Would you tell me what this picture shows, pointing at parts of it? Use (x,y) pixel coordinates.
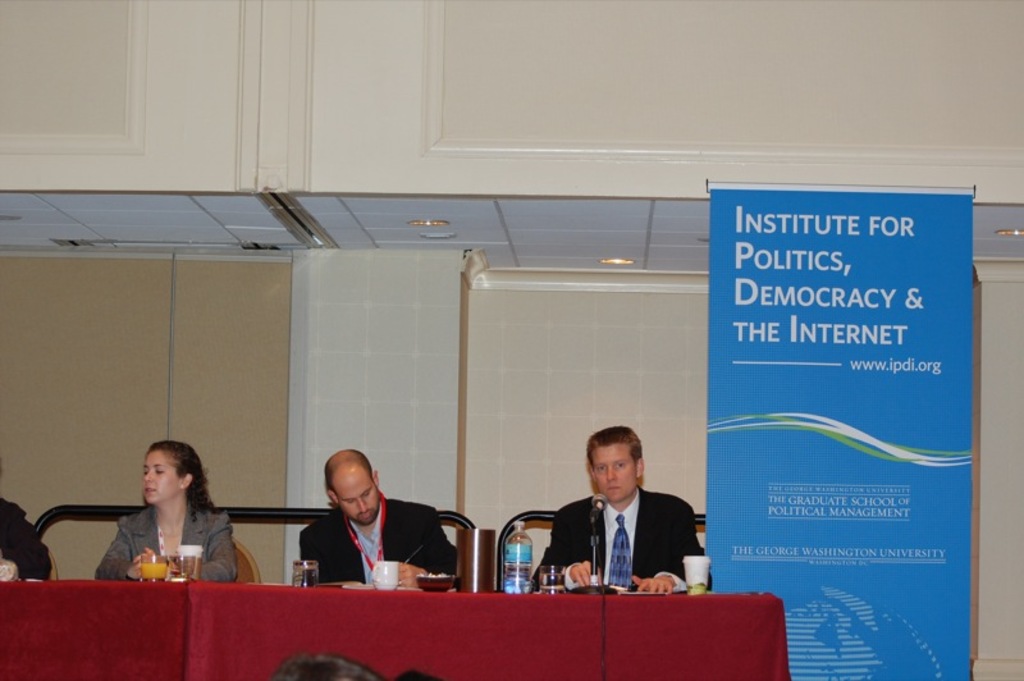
In this picture I can see 2 men (564,507) and a women (200,480) and a person (1,527) who are sitting in front (645,537) and I see tables (318,617) in front of them and on the tables (186,611) I see glasses (300,569), cups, a bottle (510,557) and other things (466,563) and I see a blue board (712,412) on the right side of this image (833,332) on which there is something written and in the background (592,307) I see the wall (353,268) and I see the lights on the ceiling (542,239).
